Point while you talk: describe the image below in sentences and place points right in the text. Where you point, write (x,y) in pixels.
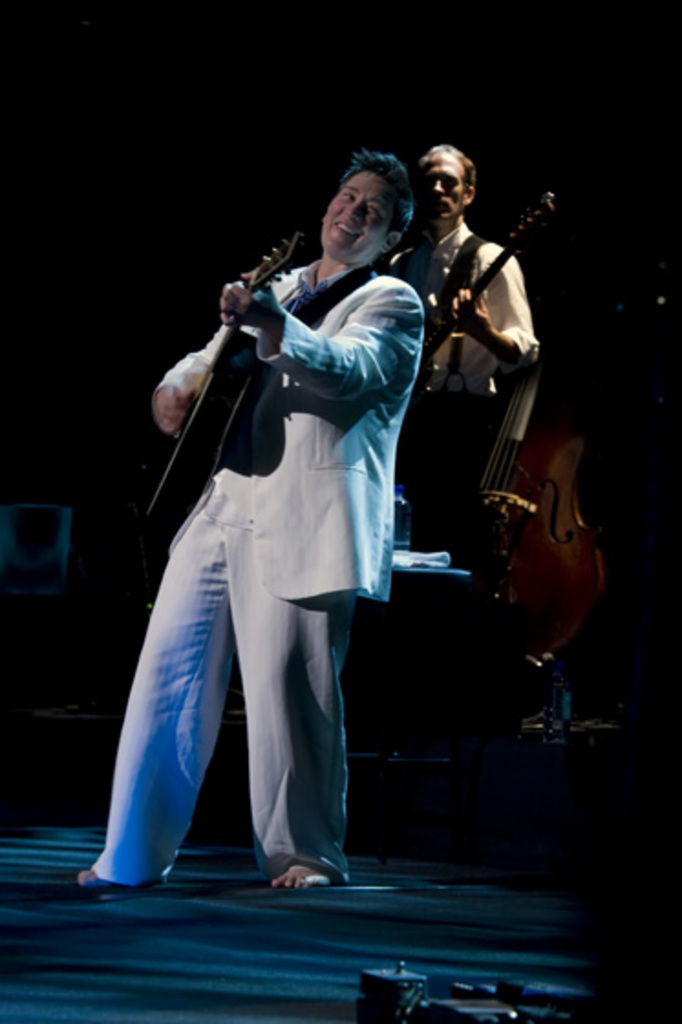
In this image there are two person (248,441) playing a musical instruments (196,430).
